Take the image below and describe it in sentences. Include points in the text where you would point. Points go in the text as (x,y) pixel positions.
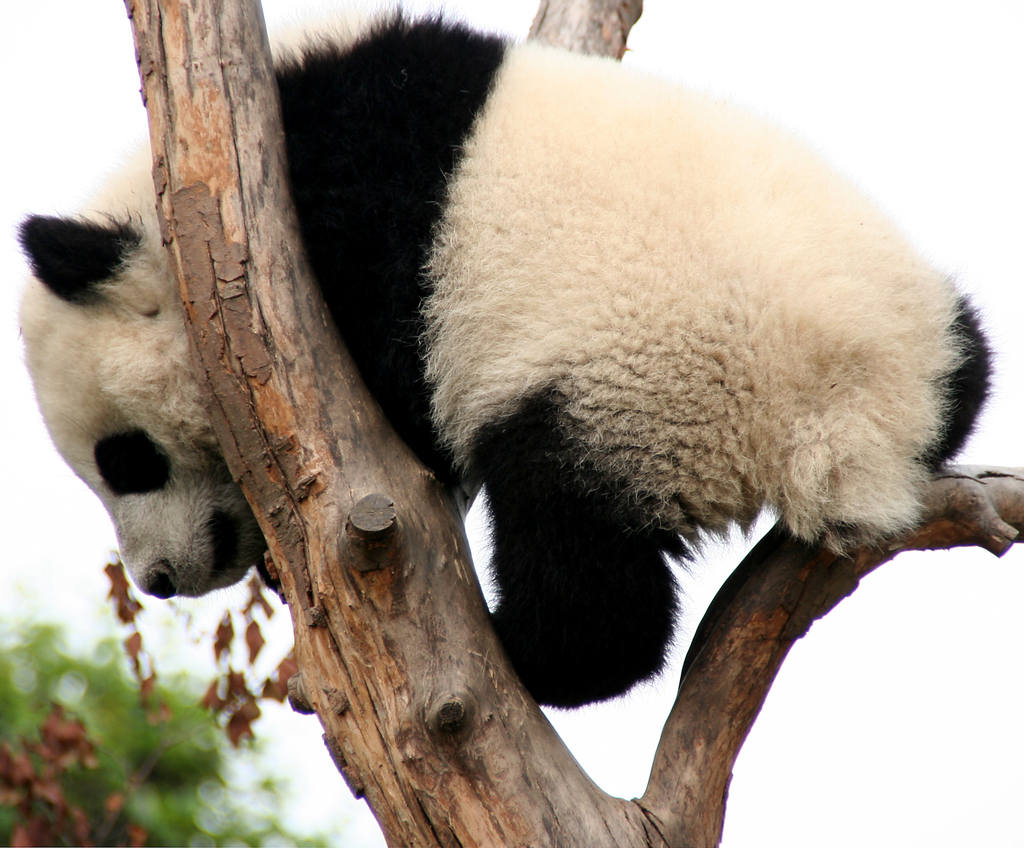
This image is taken outdoors. In the background (173,747) there is a tree (128,758). In the middle of the image (657,288) there is a panda (138,387) on the branch (429,504) of a tree (424,534).
